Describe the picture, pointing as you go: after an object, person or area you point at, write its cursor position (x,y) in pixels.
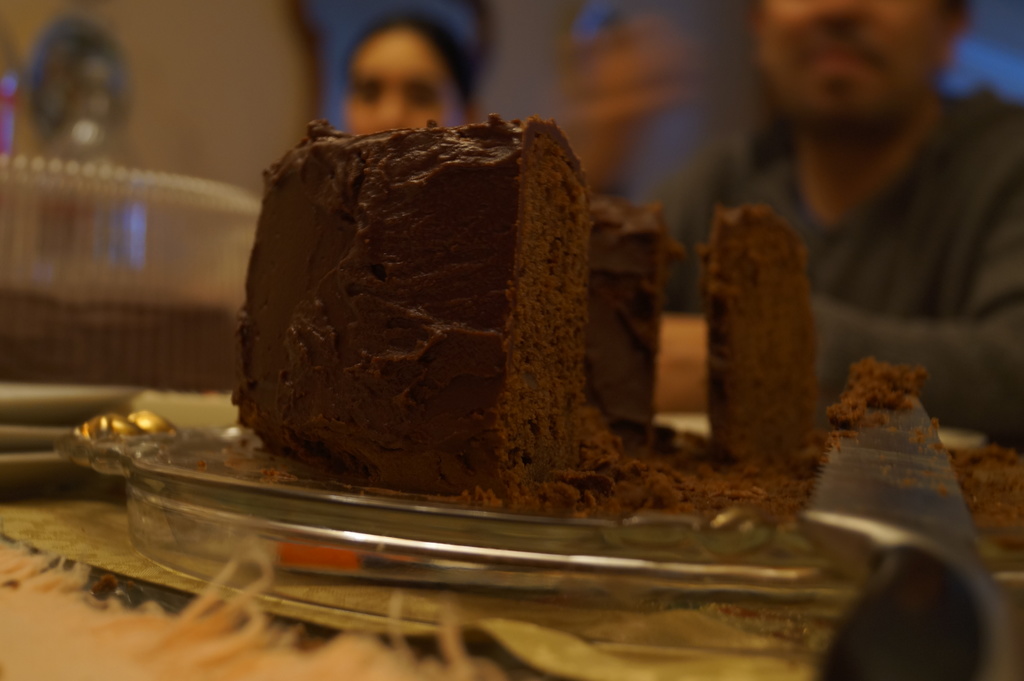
In this picture we can see a plate (222,533) on an object (386,630) and on the plate (370,501) there is a cake (715,431) and a knife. Behind the cake (406,359) there are two people (735,144) and some blurred things (124,259).
